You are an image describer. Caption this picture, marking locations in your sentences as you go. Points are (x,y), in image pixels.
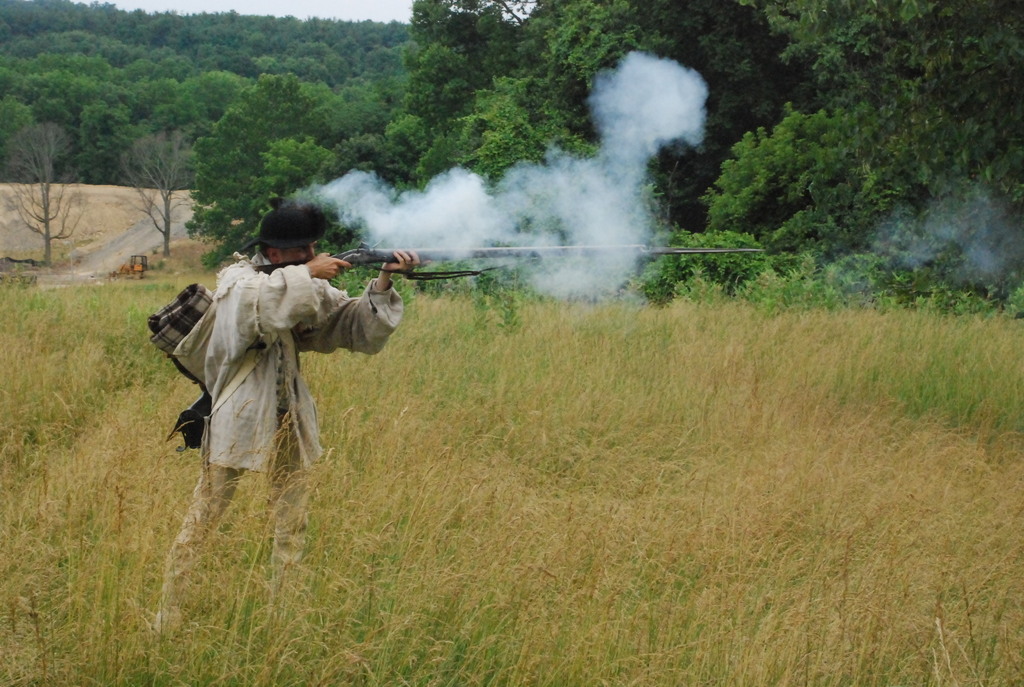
On the ground (461,529) there are plants (399,458). And a person (291,348) wearing hat (299,244) is holding bag (178,327) and a gun (384,256). There is smoke (429,213). In the back (357,91) there are trees (595,61). On the left side (134,248) there is a road (107,248).
